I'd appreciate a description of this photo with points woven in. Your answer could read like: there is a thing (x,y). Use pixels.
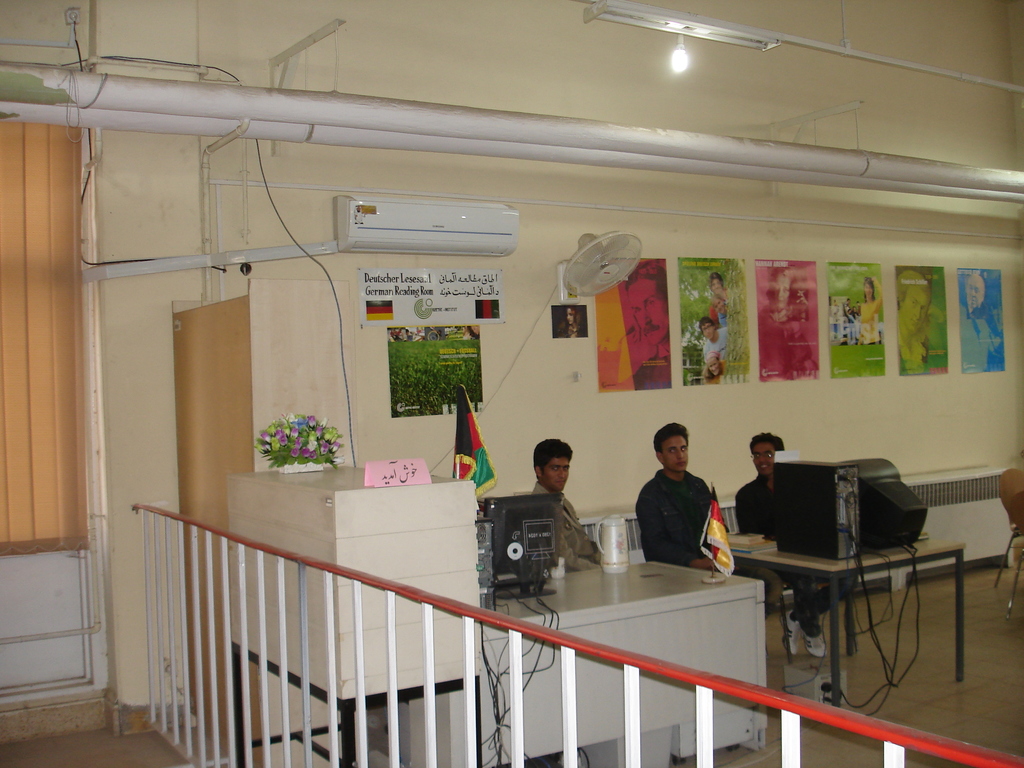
This picture describes about three people (556,488), they are all seated on the chair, in front of them we can see monitor (865,502), flag (711,536), jug (608,559) on the table (506,600). Behind them we can see wall poster (776,311), fan (607,247), air conditioner (445,234) and some pipes (624,137).
